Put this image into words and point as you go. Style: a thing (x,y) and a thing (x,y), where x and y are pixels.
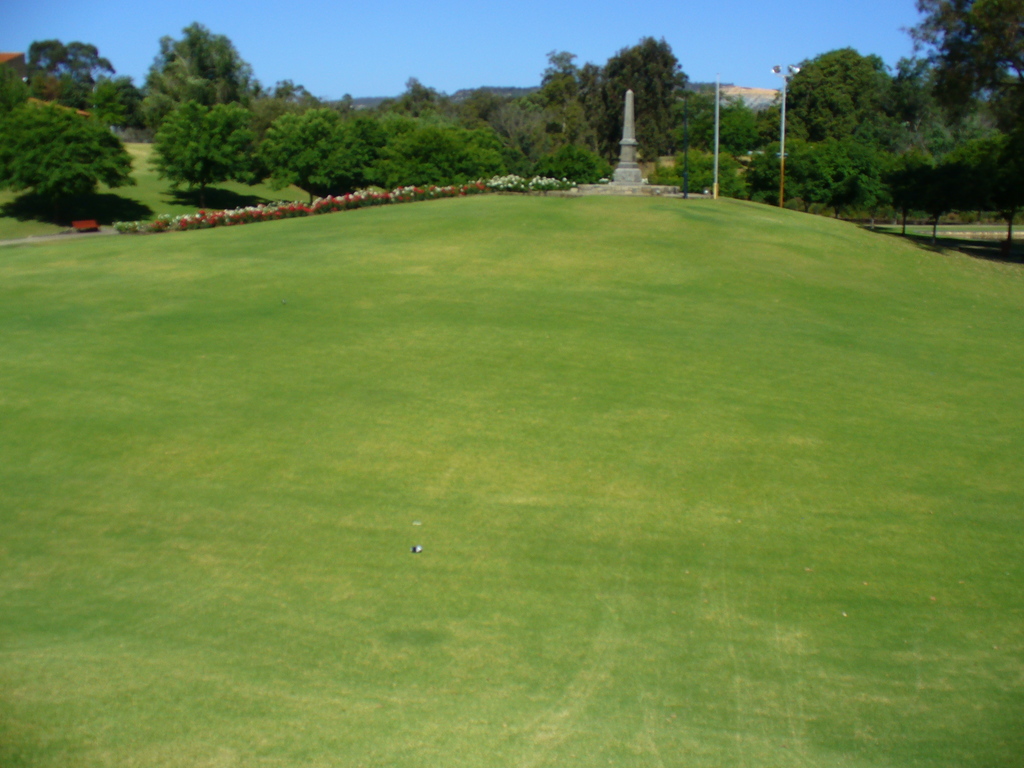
In this image there is a garden (396,452) at middle of this image (582,393) and there is a monument (626,171) at top of this image (631,159) and there are some trees (390,168) in the background (439,154) and there is a sky (404,29) at top of this image (425,26).
